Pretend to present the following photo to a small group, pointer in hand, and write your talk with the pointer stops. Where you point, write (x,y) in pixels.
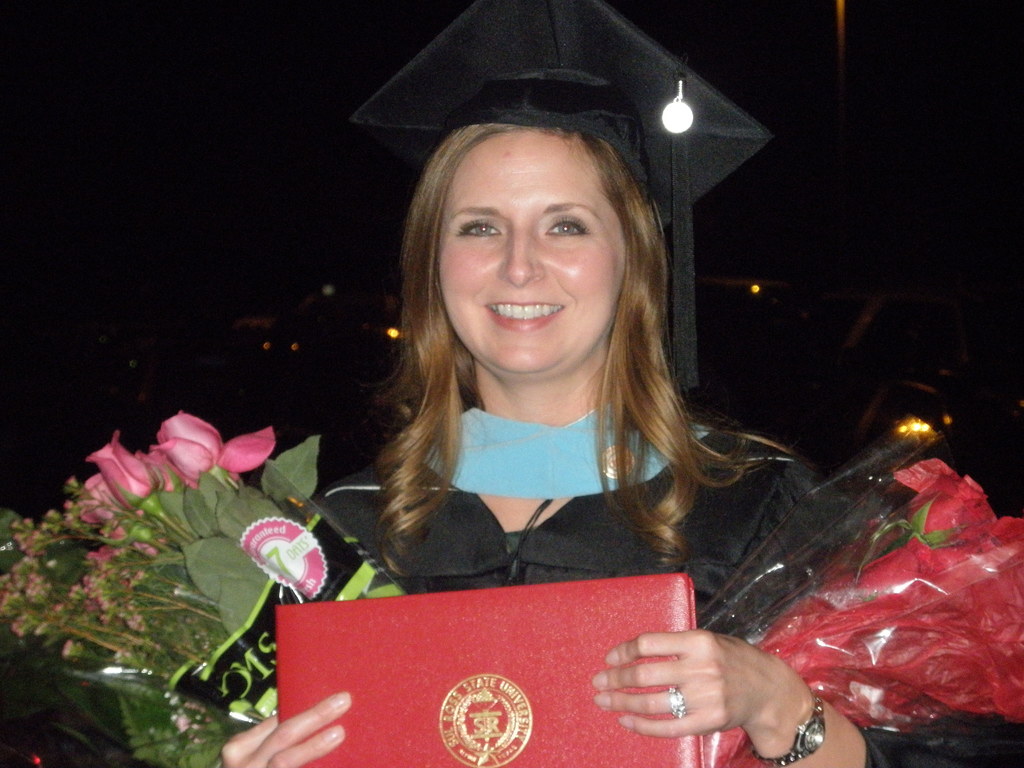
In this image, we can see a person (437,224) wearing clothes (475,538) and hat (649,68). This person (569,107) is holding a file (571,667) and bouquets (836,556).
